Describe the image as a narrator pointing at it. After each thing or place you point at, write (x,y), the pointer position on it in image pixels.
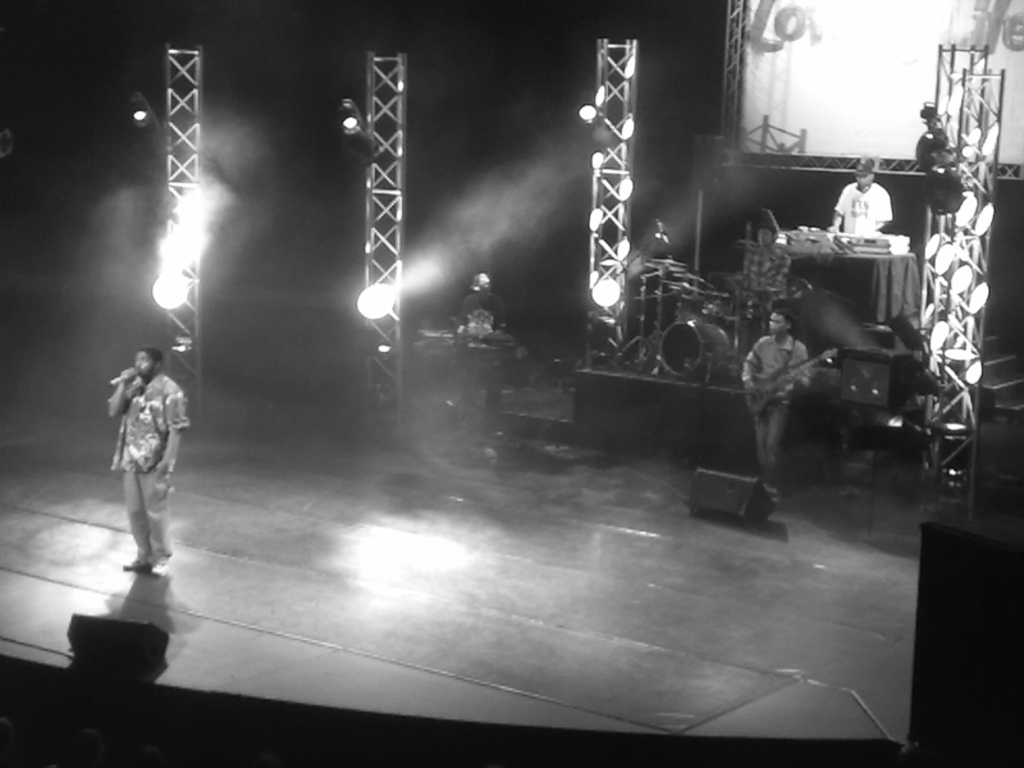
This picture is in black and white and it is taken on a stage (398,467). On the stage (211,490), there is a person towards the left (130,386) and he is holding a mike (115,382). On the top right (865,229) there are two men (786,359) playing musical instruments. One person (764,453) is playing guitar (799,367) and another person (864,195) is playing turntables (837,240). In the center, there are pillars (976,324) with lights (979,309). On the top right corner (767,106) there is a screen (864,76).
